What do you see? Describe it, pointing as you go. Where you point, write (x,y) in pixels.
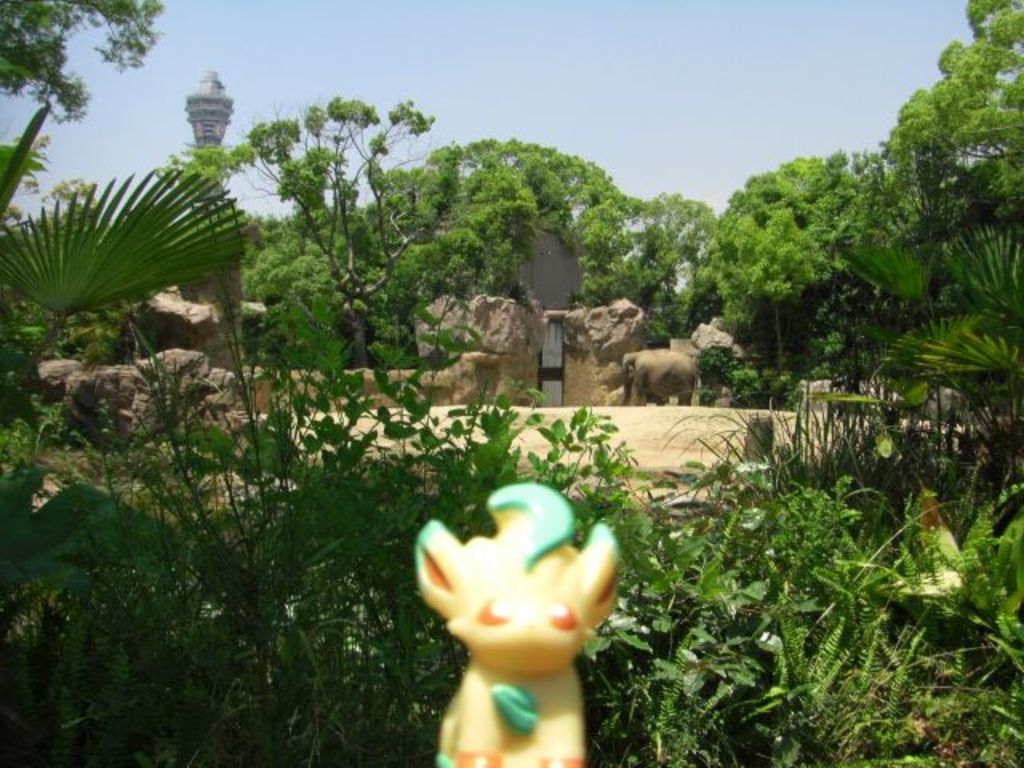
In this image we can see a toy (563,610), few plants (746,581), trees (351,273), an elephant (678,375) on the ground (692,413), a gate (548,376) to the wall (586,340), a tower (194,130) and the sky (589,94) in the background (333,58).
